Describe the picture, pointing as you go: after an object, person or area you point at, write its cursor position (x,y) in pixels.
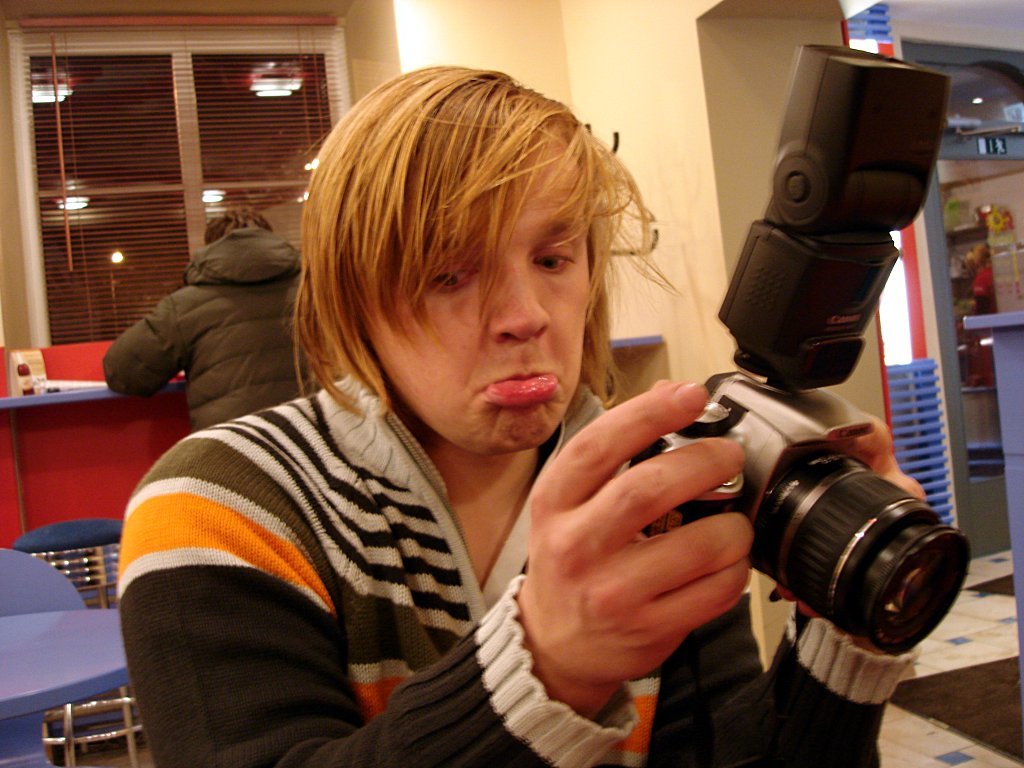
This is a picture of a person (322,562) holding the camera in his hand (594,459) and in the background (276,364) there is another person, window (35,156), chair (80,574), table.
